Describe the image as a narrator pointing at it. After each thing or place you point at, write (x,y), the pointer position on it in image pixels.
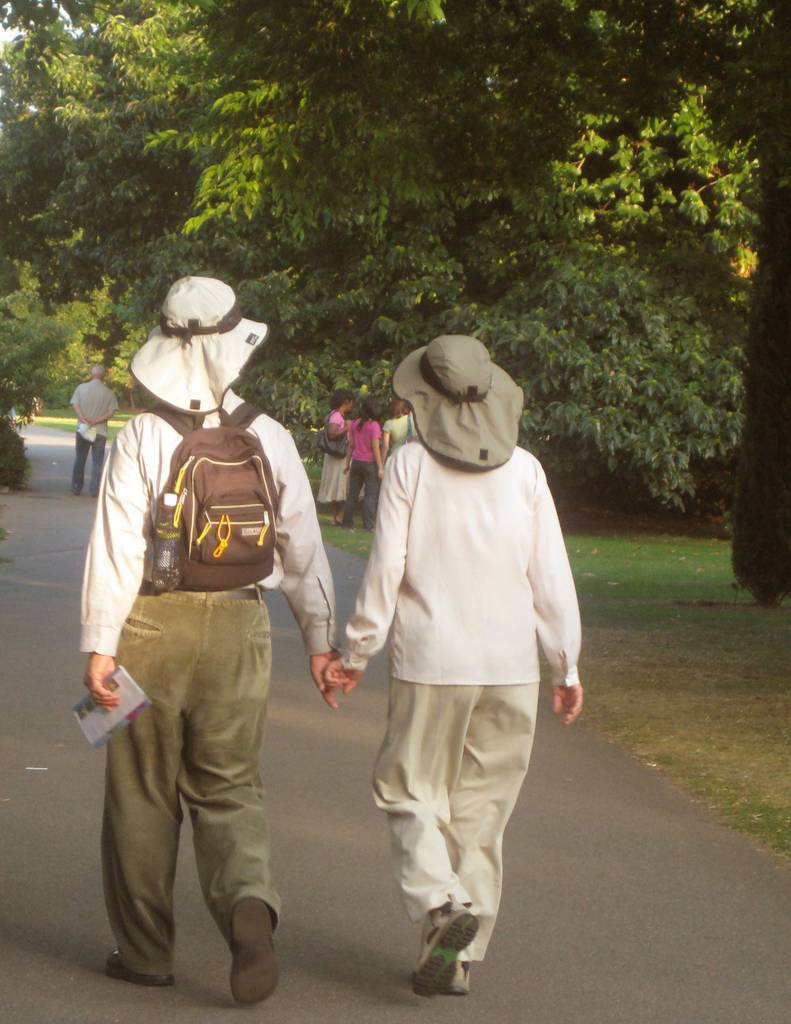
In this image I can see a road (61,443) in the centre (348,603) and on it I can see number of people (492,479) are standing. On the right side (711,754) I can see grass ground (722,809) and in the background (353,373) I can see number of trees (379,212). In the front (163,629) I can see one person (297,534) is carrying a bag (206,505) and holding a paper (142,703). I can also see two persons (439,895) are wearing hats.
